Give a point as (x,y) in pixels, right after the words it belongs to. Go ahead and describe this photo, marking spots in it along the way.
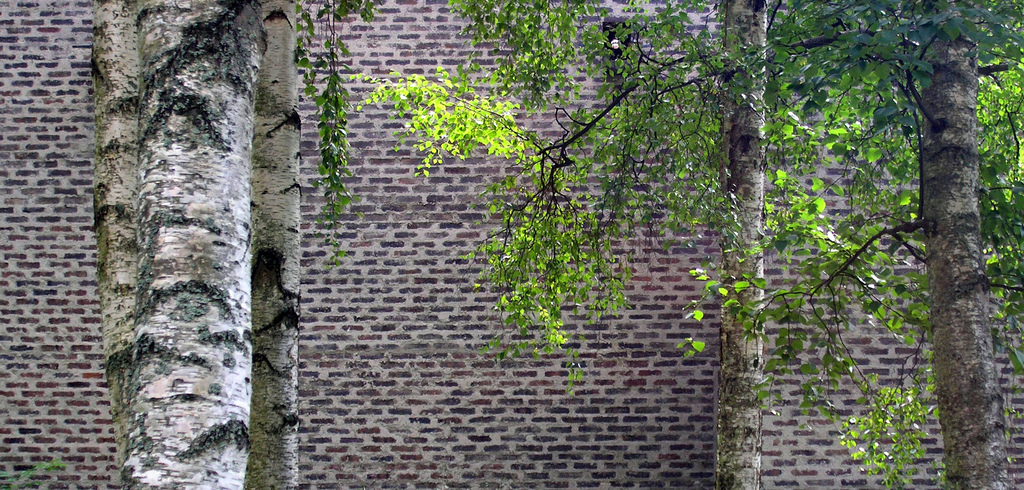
In the foreground of the picture (167,131) there are trees (508,67). In the background (389,113) there is a brick wall (364,311).
